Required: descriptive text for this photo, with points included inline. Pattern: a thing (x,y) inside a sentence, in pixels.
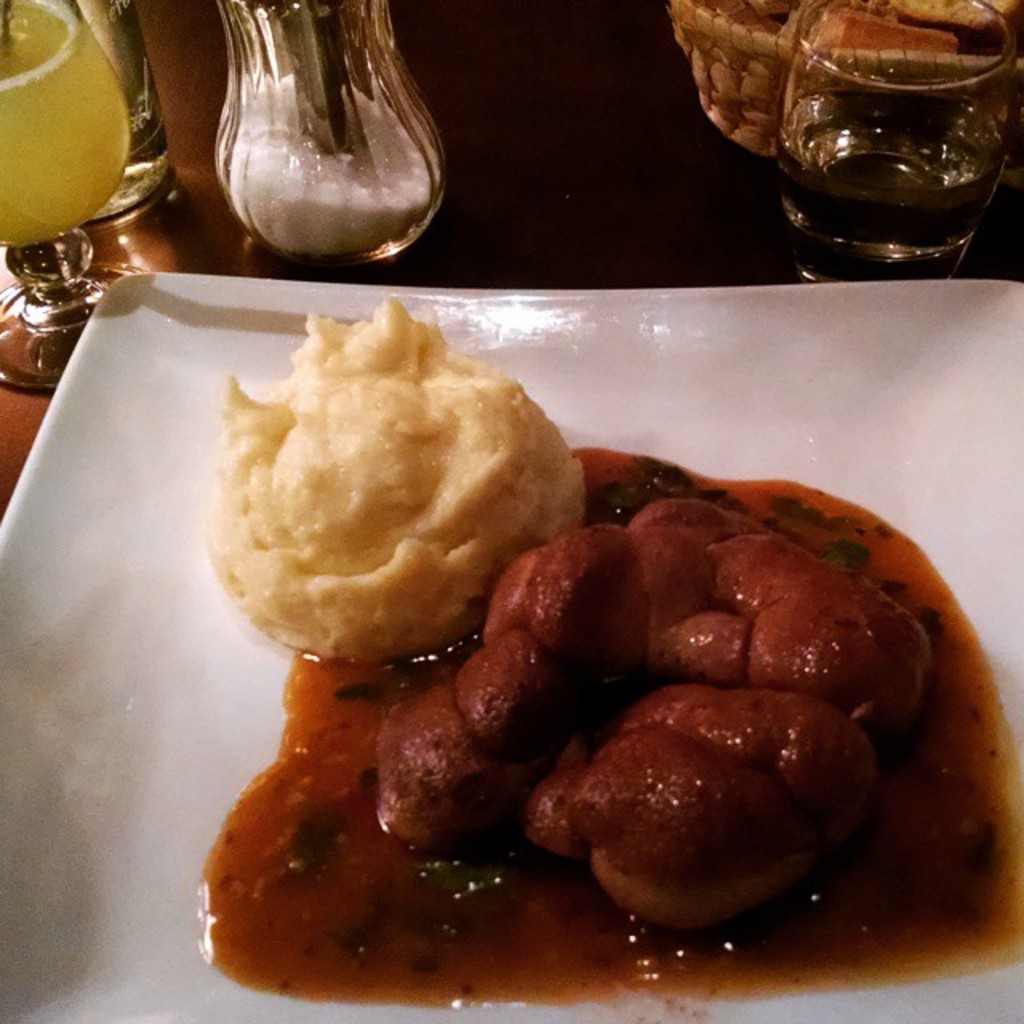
In the picture I can see some food item (534,756) is kept on the white plate (734,432). Here we can see a glass (839,169) with a drink (839,169) in it and a basket (734,131) on the right side of the image (818,131) and a few more objects (379,81) on the left side of the image (226,114) which are placed on the wooden surface (602,124).
